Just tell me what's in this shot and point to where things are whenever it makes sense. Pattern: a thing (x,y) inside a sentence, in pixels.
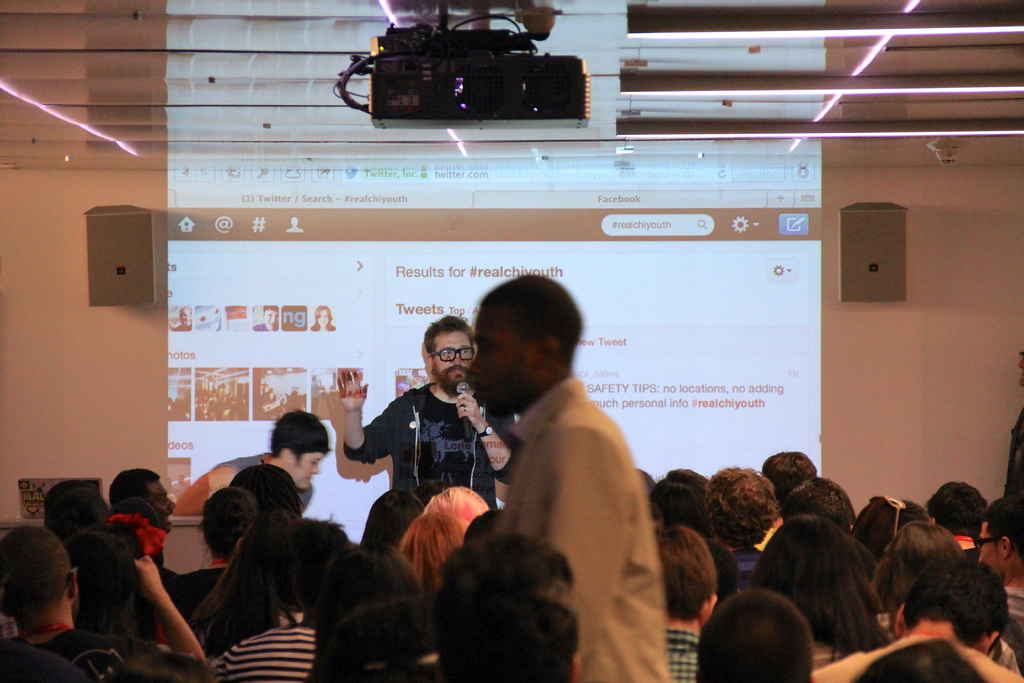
This person (465,363) is holding a mic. Backside of this person (450,377) there is a screen (319,267) on the wall (909,283). Projector (502,93) is attached to the ceiling (429,7). Here we can see people (794,505). One person (532,528) is standing in-between of these people (507,658).
